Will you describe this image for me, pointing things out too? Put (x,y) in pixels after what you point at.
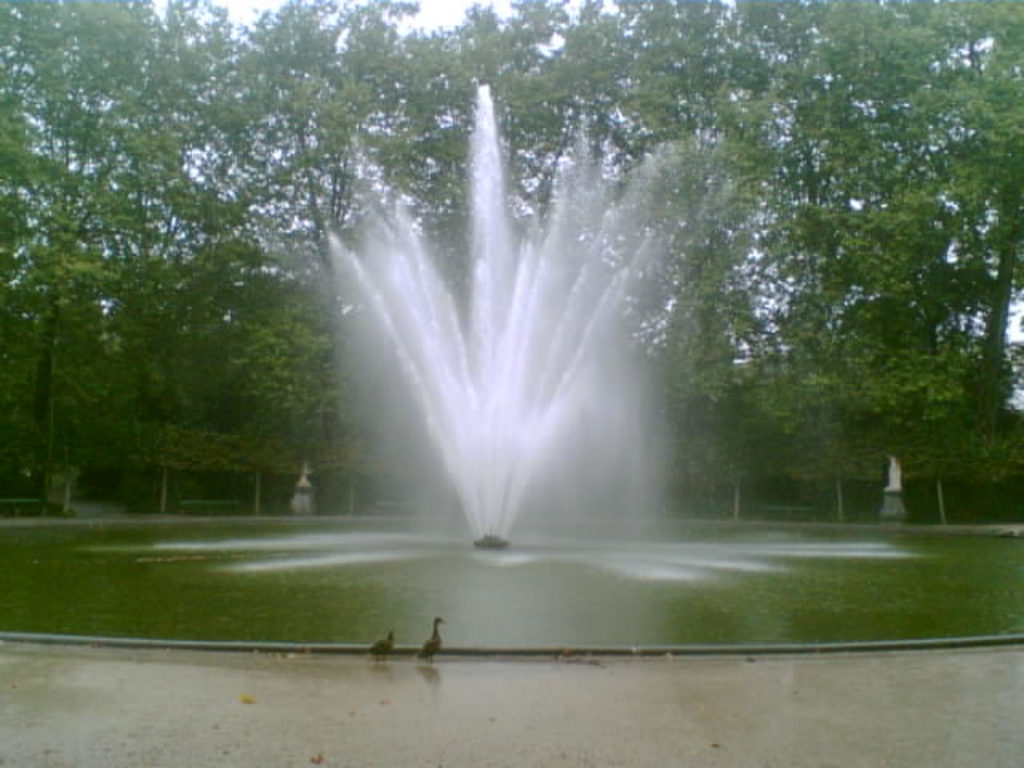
In the foreground of the picture (523,451) I can see the water pool (502,560) and I can see the fountain (526,266). I can see two birds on the side of the water pool (442,587). In the background (846,210), I can see the trees (846,239).
